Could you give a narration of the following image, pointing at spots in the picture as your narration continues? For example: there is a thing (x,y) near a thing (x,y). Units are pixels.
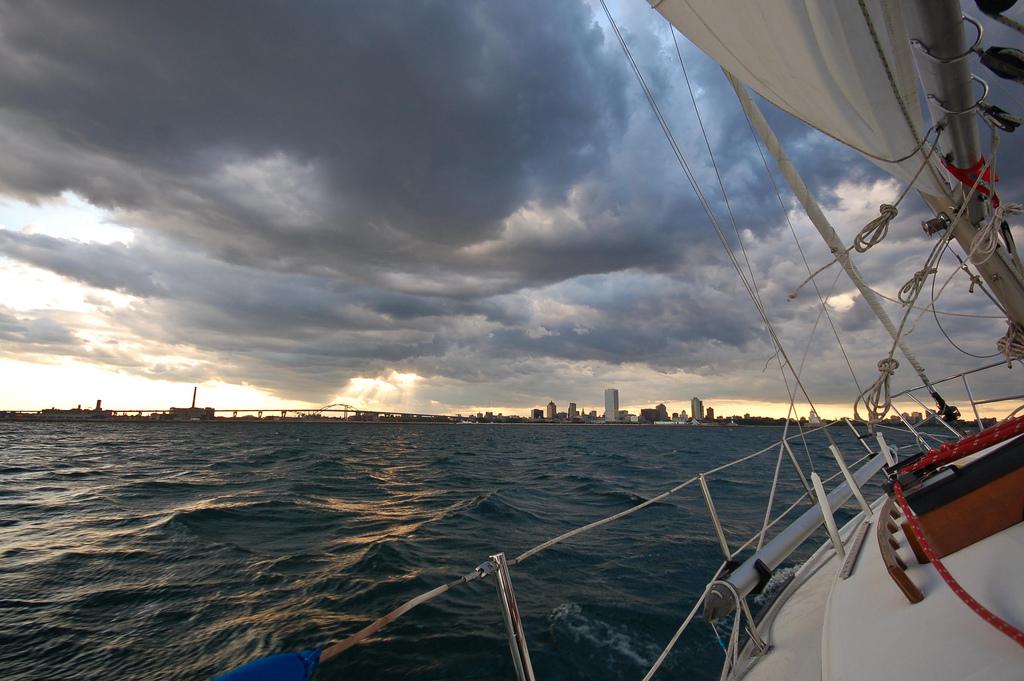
On the right side (899,546) this is the boat (972,570), on the left side (257,586) this is the sea (422,539). At the top (379,188) it is the cloudy sky (470,194).
